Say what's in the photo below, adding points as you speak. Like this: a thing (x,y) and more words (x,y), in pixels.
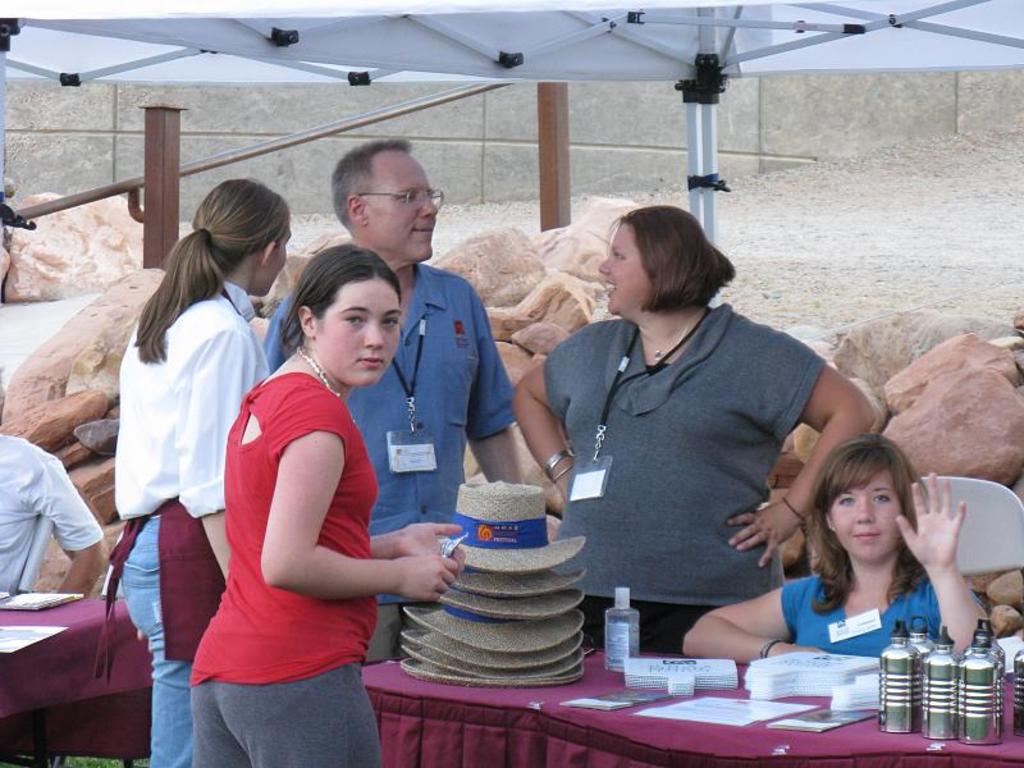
In this image i can see a group of people (643,557) standing and sitting on a chair (980,564) in front of a table (714,657). On the table (871,716) I can see there are few objects (780,671) on it.
